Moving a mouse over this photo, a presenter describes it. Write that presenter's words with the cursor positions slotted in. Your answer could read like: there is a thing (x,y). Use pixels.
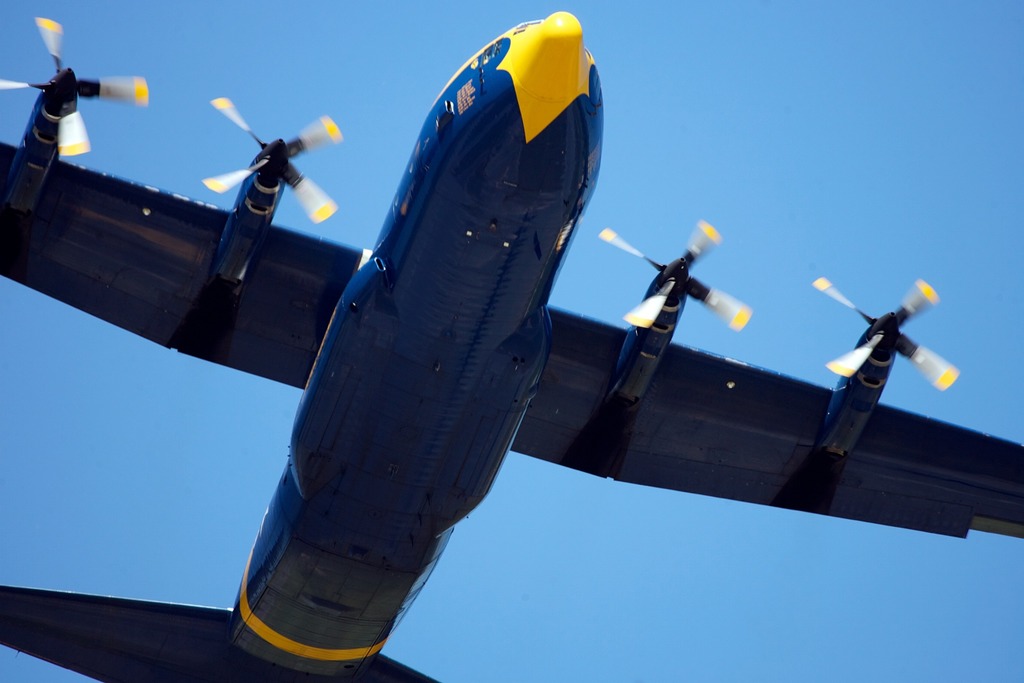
In this picture we can see an aircraft (143,233) in the sky (192,592). Sky (457,569) is blue in color.
